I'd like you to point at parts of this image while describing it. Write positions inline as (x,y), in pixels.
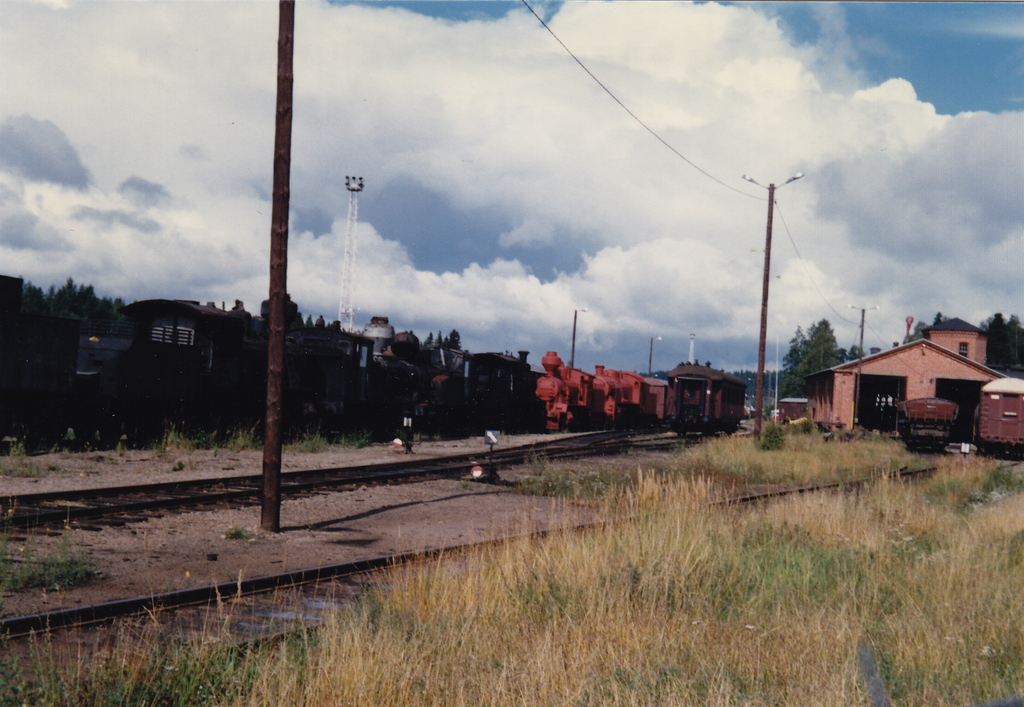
There are railway tracks (351,466). Near to that there is grass (785,523). There are light poles (859,362). In the back (325,332) there are trains (236,349). Also there is a shed (850,376). There are trees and sky (459,163) with clouds (547,221) in the background (547,221).
